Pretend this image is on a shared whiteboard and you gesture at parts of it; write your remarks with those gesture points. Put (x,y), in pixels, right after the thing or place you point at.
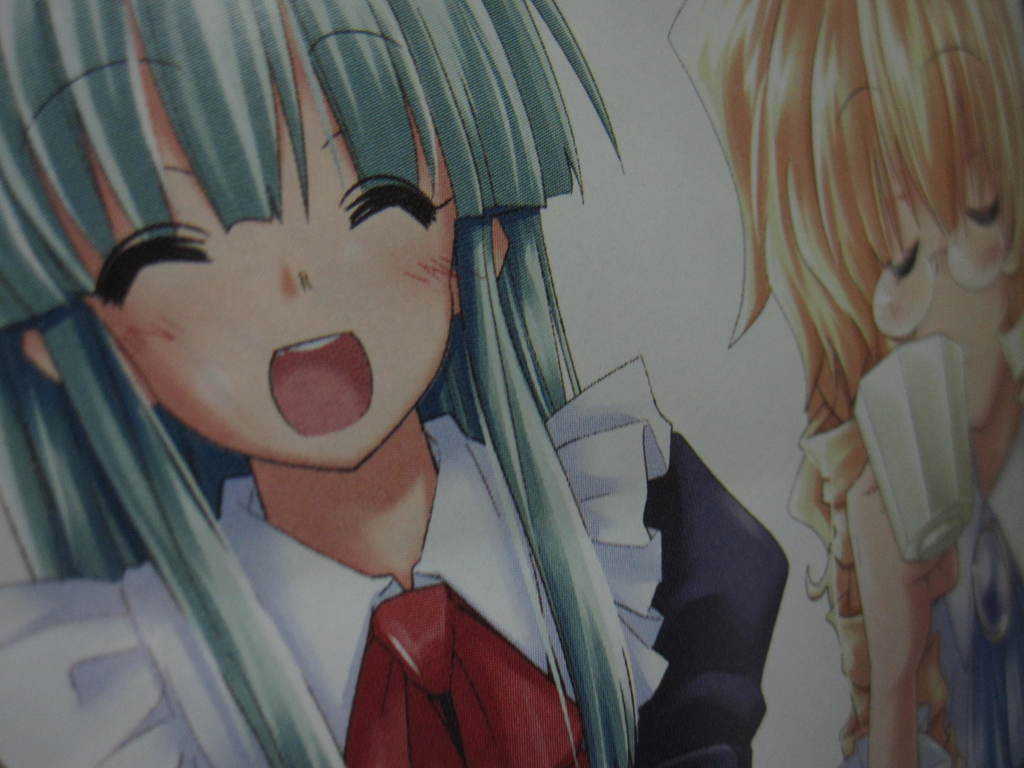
I see the animated pictures (51,94) in this image and I see that this girl (444,385) is wearing white, red and black color dress (380,617) and I see that this woman (803,498) is wearing spectacle (898,286) and she is holding a glass (872,430) in her hand (950,574).
